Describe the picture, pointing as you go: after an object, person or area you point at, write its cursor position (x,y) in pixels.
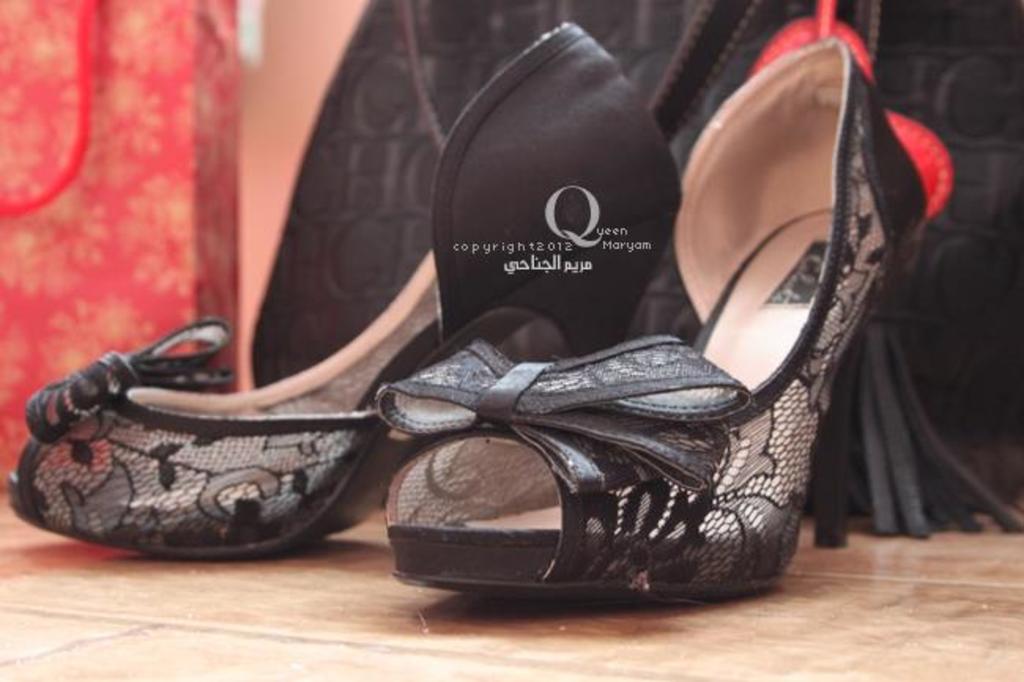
In this picture we can see footwear (490,481) in the front (401,454), we can see a bag (190,124) in the background (176,143).
